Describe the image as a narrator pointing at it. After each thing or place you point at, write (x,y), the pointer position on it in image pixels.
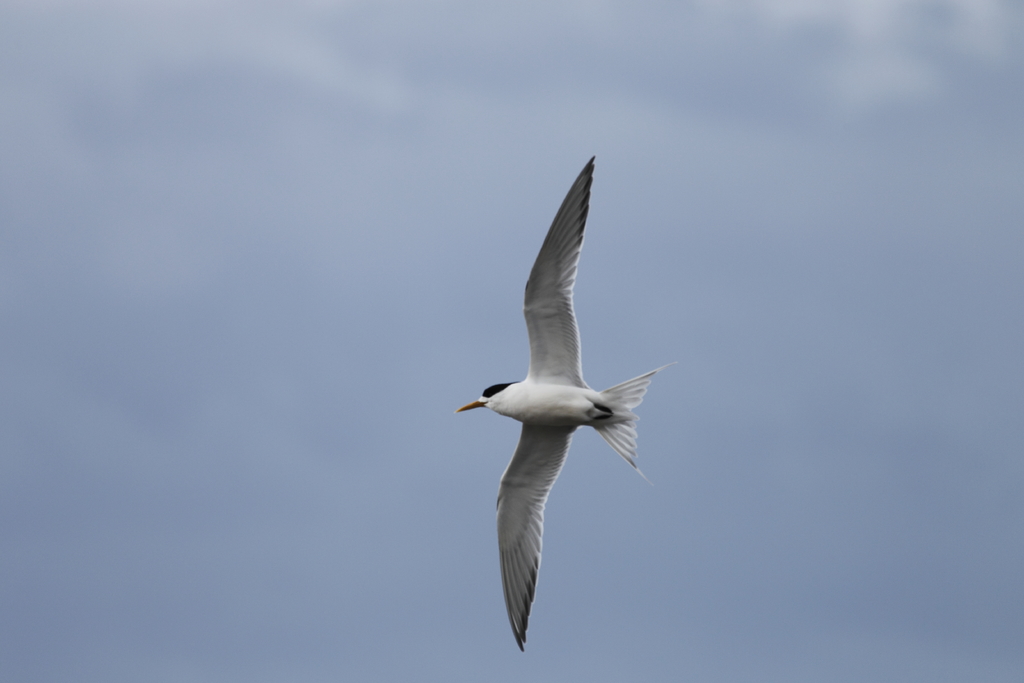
In this image I can see a white colour bird (612,415) in the air (668,347). In the background (347,633) I can see the sky (427,282).
